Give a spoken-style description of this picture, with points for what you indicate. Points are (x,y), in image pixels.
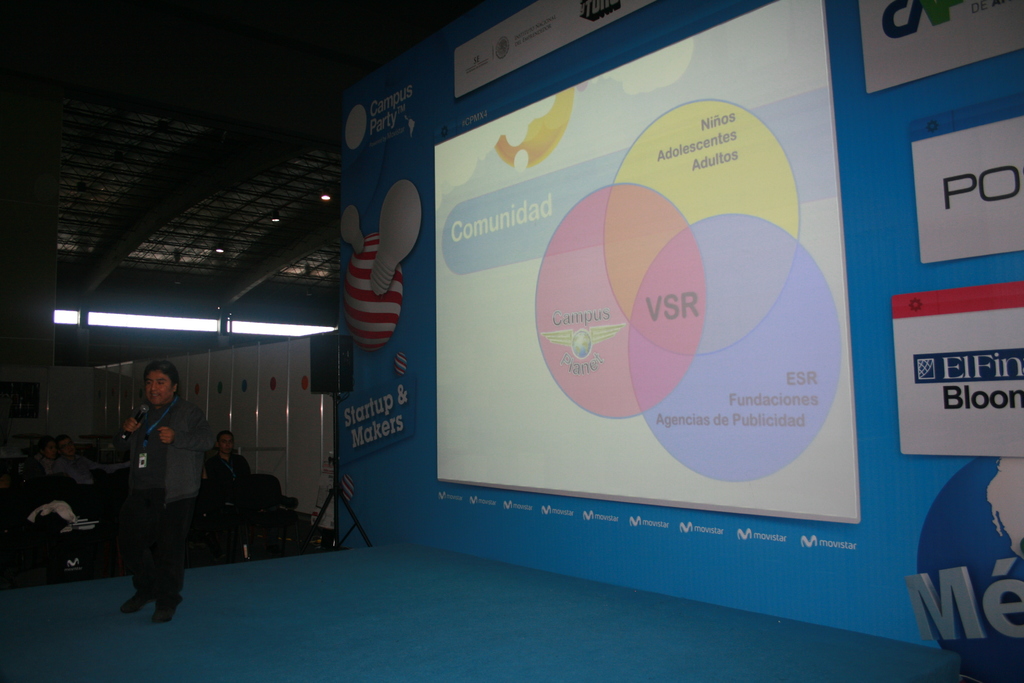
In this picture there is a short man (173,553) standing on the stage (178,639) and giving a speech. Behind there is a big white and blue color banner poster (459,481). In the background (54,470) we can see some persons (229,477) are sitting and listening to him. On the top (139,148) there is a iron frame (212,253) and shed (139,192).
